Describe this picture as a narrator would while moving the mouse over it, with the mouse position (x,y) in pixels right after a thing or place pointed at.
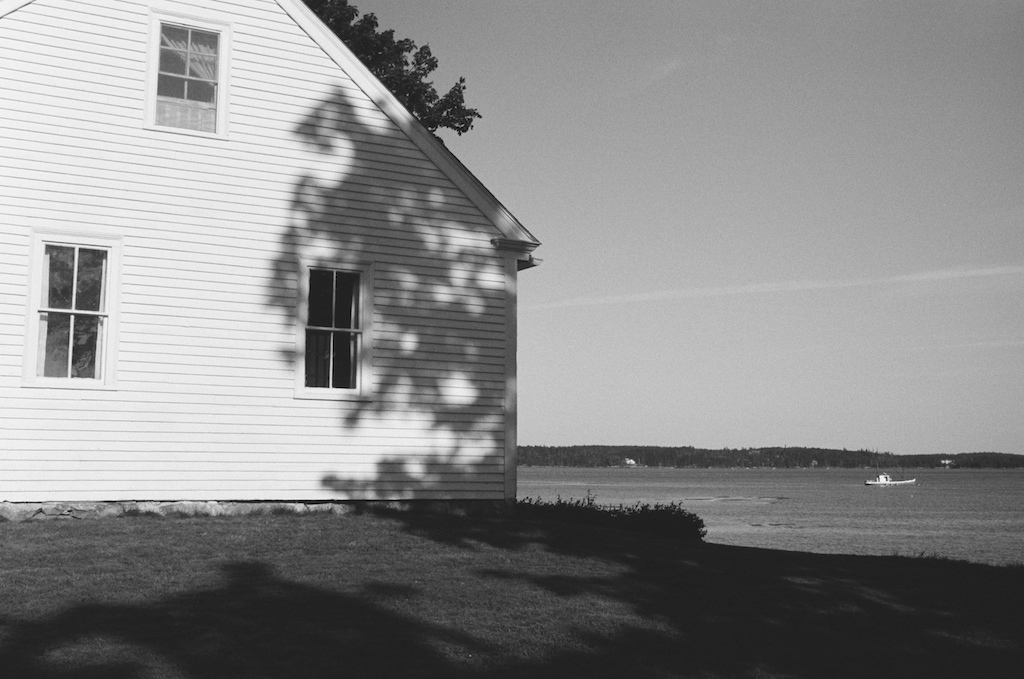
It is the black and white image in which there is a house (229,242) on the left side (138,267). To the house (215,234) there are three windows (104,254). At the bottom (340,589) there is ground (509,583) on which there is grass (680,560). On the right side (821,501) there is water (849,498) in which there is boat (899,482).
